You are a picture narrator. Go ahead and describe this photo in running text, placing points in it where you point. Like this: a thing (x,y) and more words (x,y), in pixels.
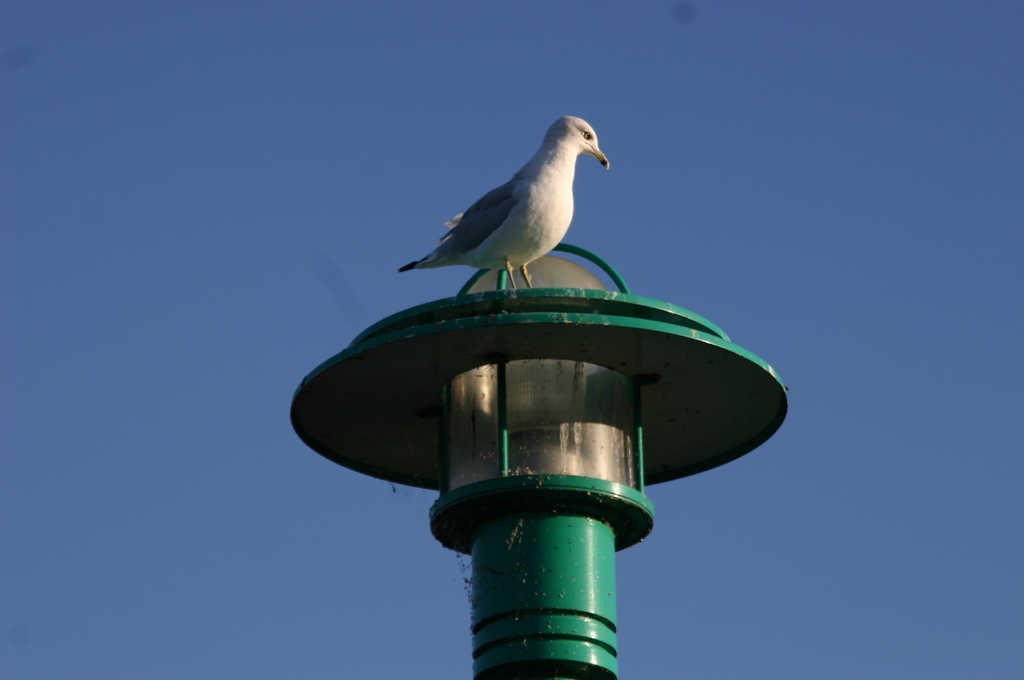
In this image, we can see a white bird (527,282) on the light pole (561,409). Here we can see a bulb (548,427). Background (896,530) there is a clear sky (292,359).
